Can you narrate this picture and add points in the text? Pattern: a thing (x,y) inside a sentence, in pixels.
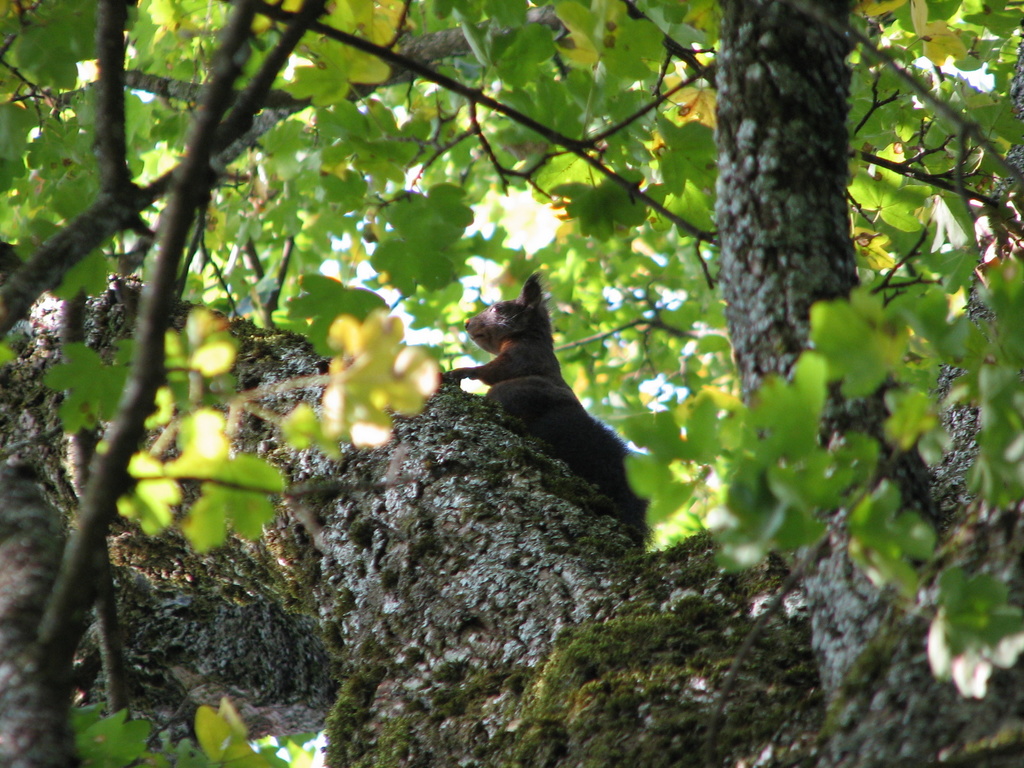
In the center of the image (578,448) there is a animal (561,425) on the tree (441,520). In the background (281,208) we can see tree (457,169) and sky (512,234).
